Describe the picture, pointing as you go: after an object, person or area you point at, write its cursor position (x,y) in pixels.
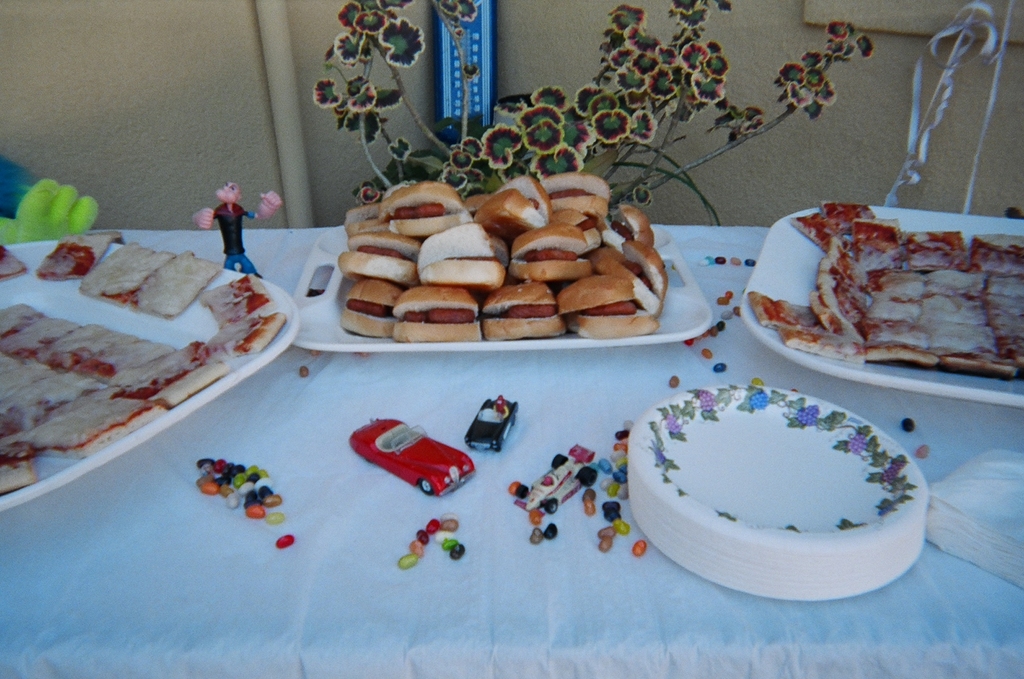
In the image on the table (559,597) there are trays (58,299) with food items (524,268). And also there are plates (715,537), tissues (1018,481) and toys (403,456). Behind the table (245,516) there is a wall (749,79) with pipe (287,165) and a blue color object (471,102).
